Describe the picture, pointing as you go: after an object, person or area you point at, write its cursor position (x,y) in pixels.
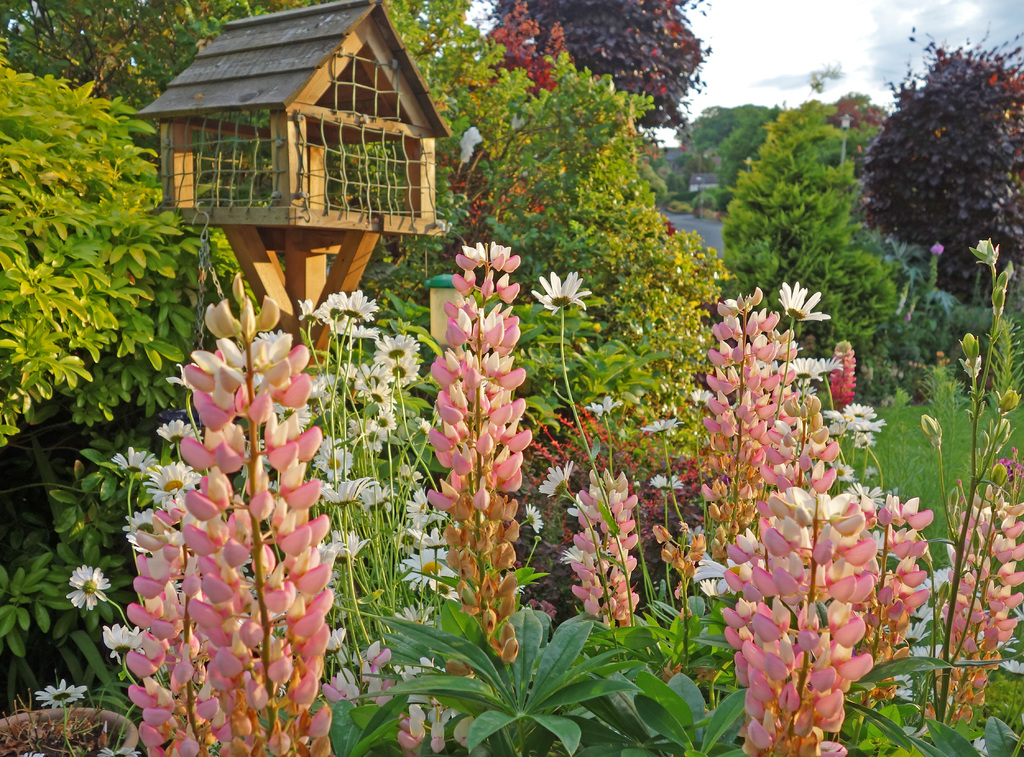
As we can see in the image there are plants (51,289), trees (875,322), flowers (430,553), grass (937,554), sky (970,24) and clouds (970,40).
